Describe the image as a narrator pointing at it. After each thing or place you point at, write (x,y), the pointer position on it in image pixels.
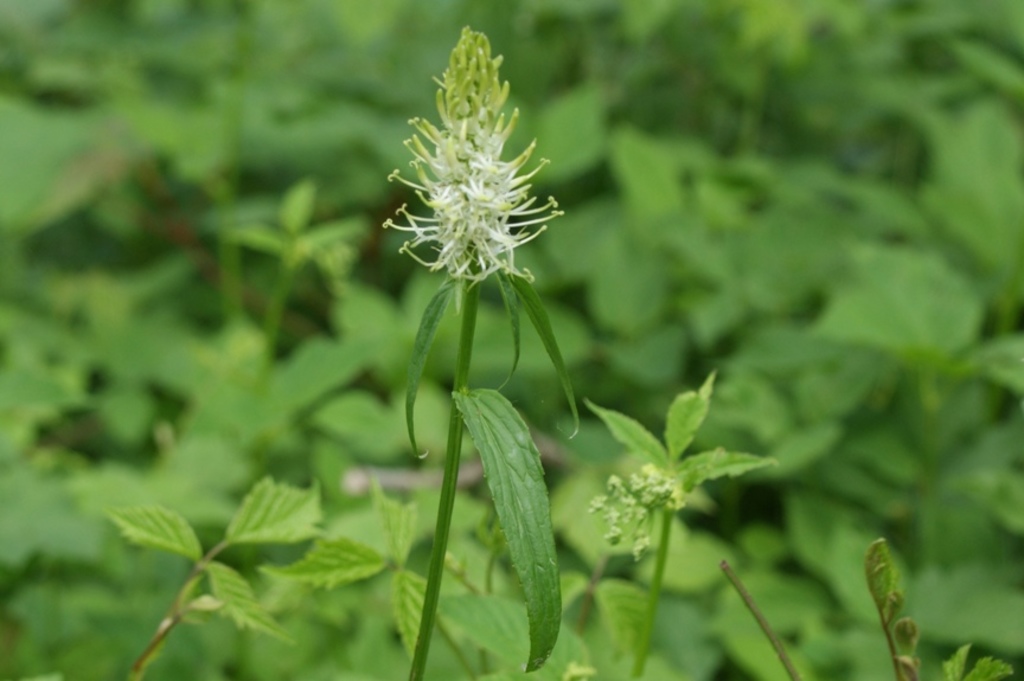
In this image I can see plants (698,454).
